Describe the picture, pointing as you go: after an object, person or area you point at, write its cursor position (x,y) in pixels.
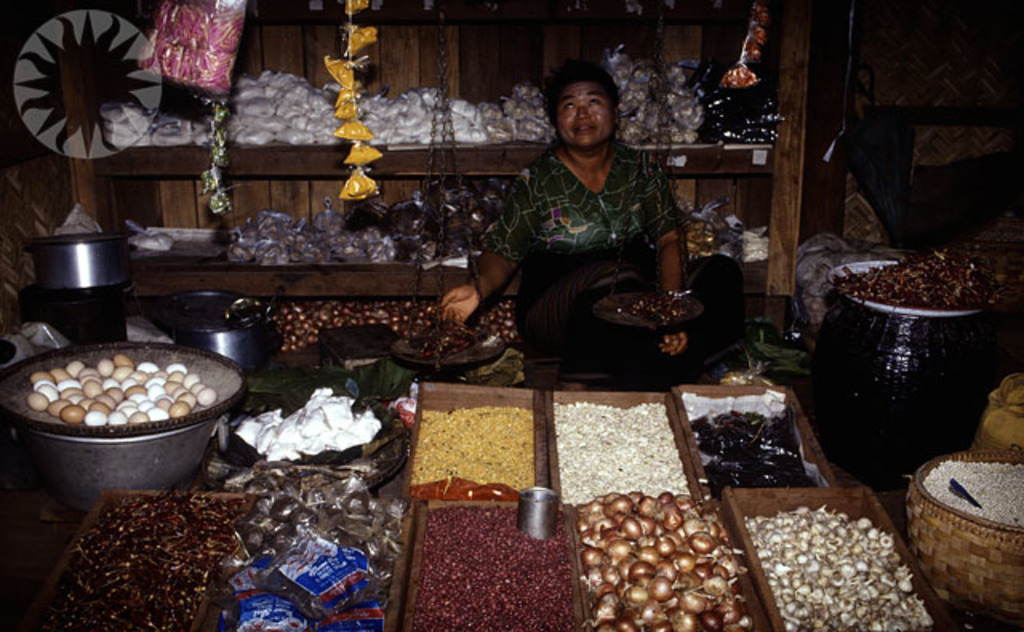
In the picture I can see a person (610,285) is sitting. I can also see vegetables (441,527), onions (294,321) and some other objects (472,420). In the background (291,158) I can see wooden shelf (332,150) which has some objects (347,157) on it.
